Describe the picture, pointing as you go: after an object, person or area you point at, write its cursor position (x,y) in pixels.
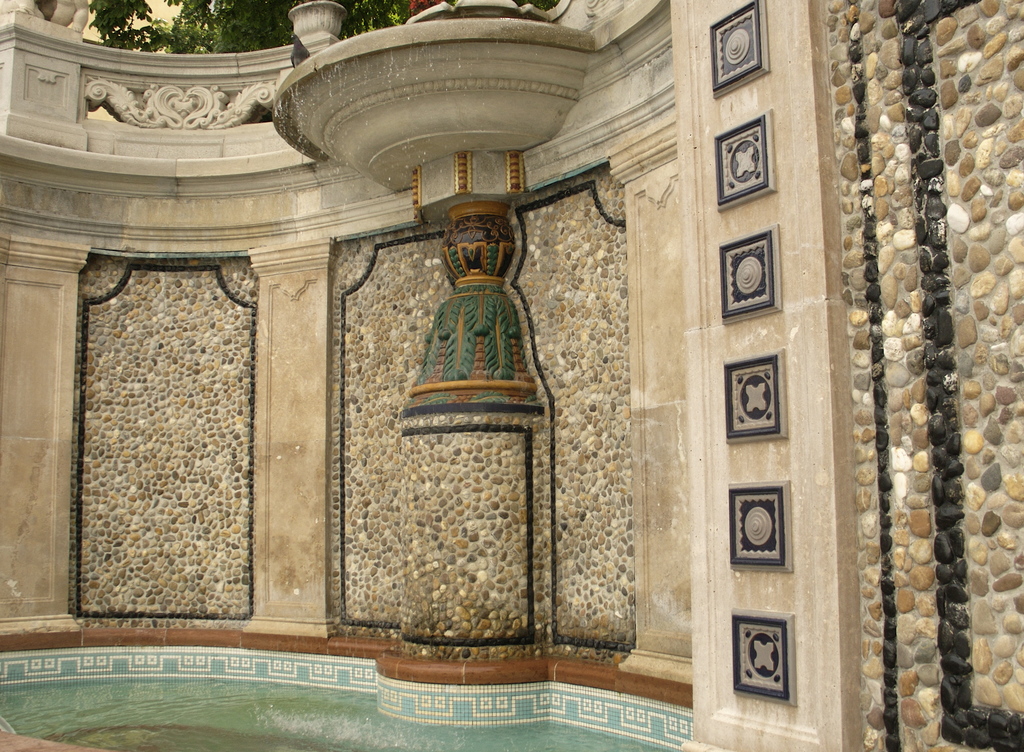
Here we can see designed wall (478,466), plants (142,8) and water (260,705).
